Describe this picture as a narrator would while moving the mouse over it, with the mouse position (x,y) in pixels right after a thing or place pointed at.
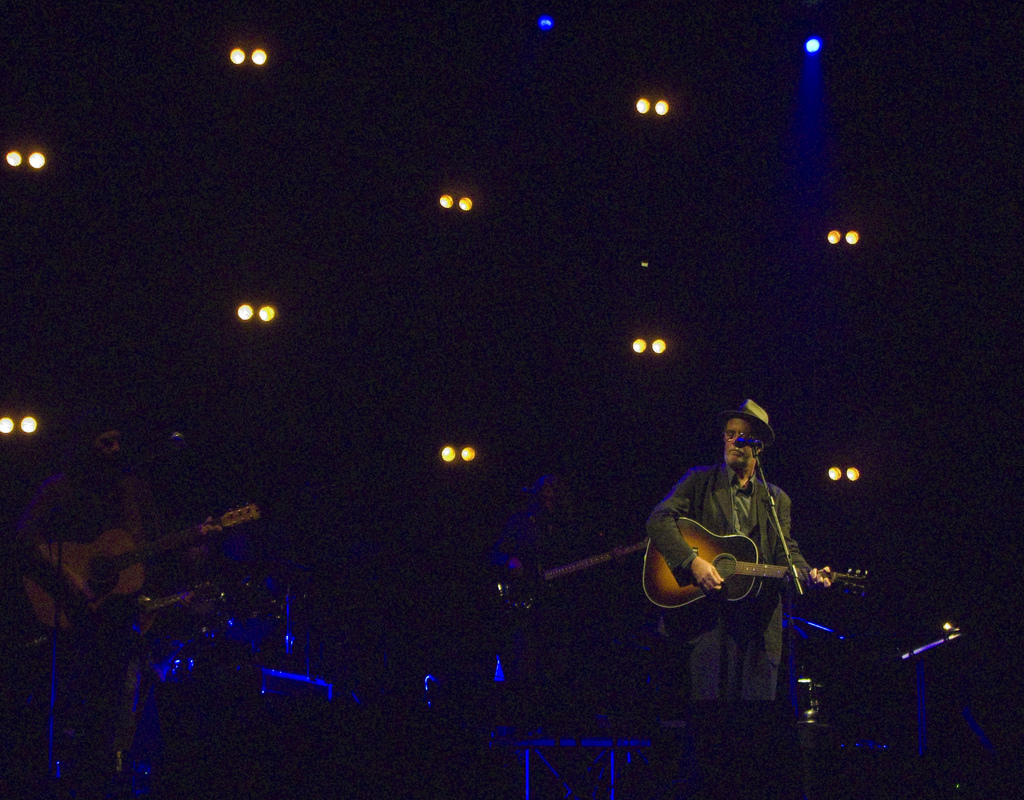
This picture shows three people (659,530) standing and holding guitar (643,569) and playing and we see a microphone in front of them.
